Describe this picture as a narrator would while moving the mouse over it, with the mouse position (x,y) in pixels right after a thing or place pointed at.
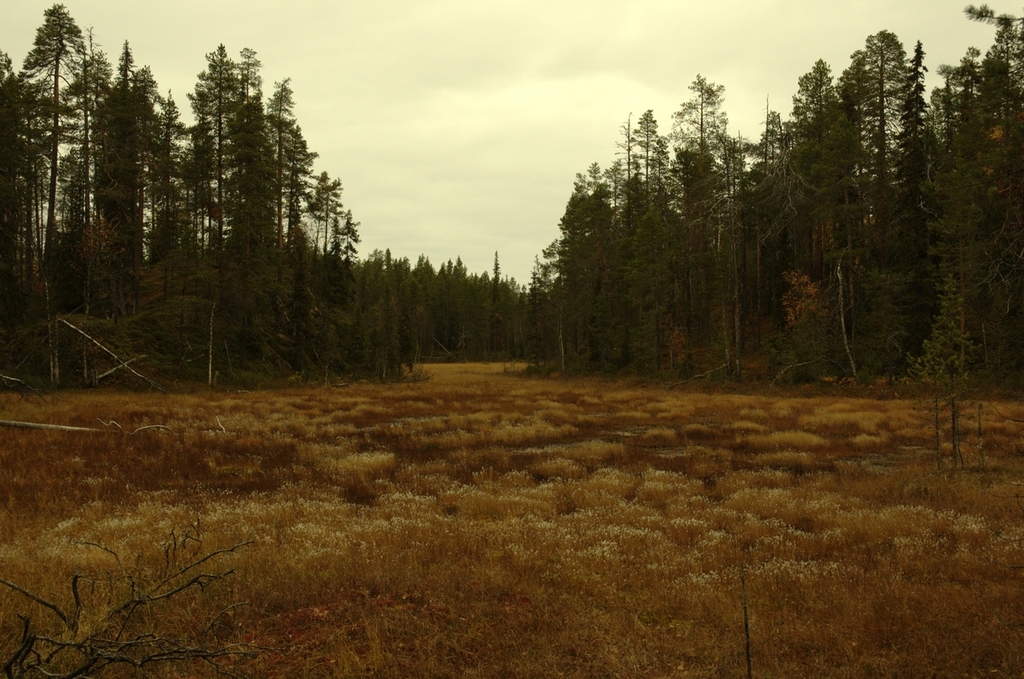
At the bottom of this image (530,483), there are plants (73,582) and grass (530,426) on the ground (553,425). In the background (627,253), there are trees (125,219), plants (885,386) and grass (530,483) on the ground (602,377) and there are clouds (431,37) in the sky (339,35).
